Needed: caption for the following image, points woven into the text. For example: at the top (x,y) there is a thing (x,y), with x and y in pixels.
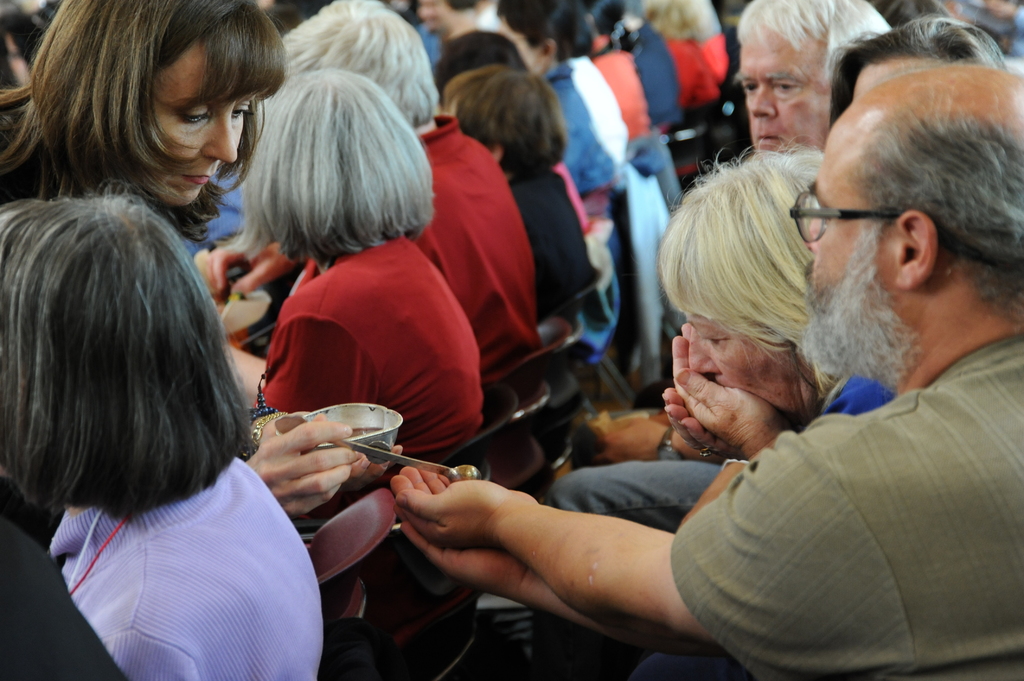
In this image there is a woman (154,103) who is serving the liquid (356,432) which is in the bowl (384,418) with the spoon (423,461). On the right side (698,537) there is a man (563,526) who kept his hand (460,487) to take the liquid (473,479). In the background (512,218) there are so many people (565,251) who are sitting in the chairs (553,323). Beside the man (443,513) there is a woman (725,331) who is drinking the water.
